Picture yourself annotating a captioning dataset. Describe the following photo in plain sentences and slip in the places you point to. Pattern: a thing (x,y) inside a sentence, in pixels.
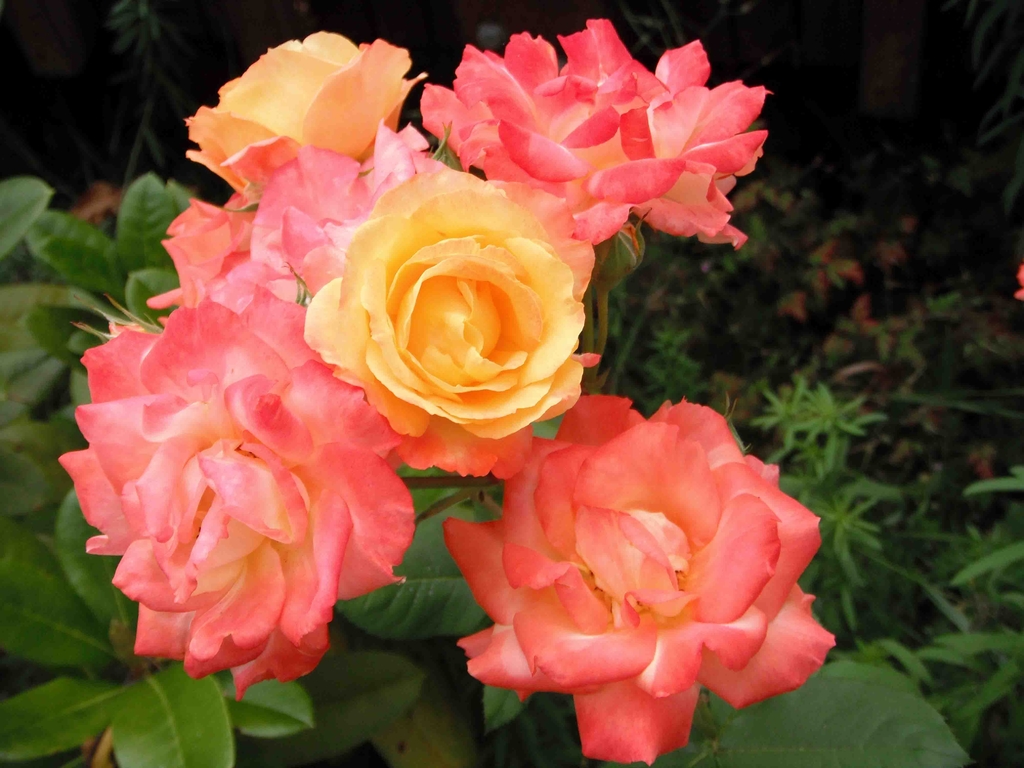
In the center of the image (571,440) we can see the flowers (333,270). Image also consists of plants (873,406).
